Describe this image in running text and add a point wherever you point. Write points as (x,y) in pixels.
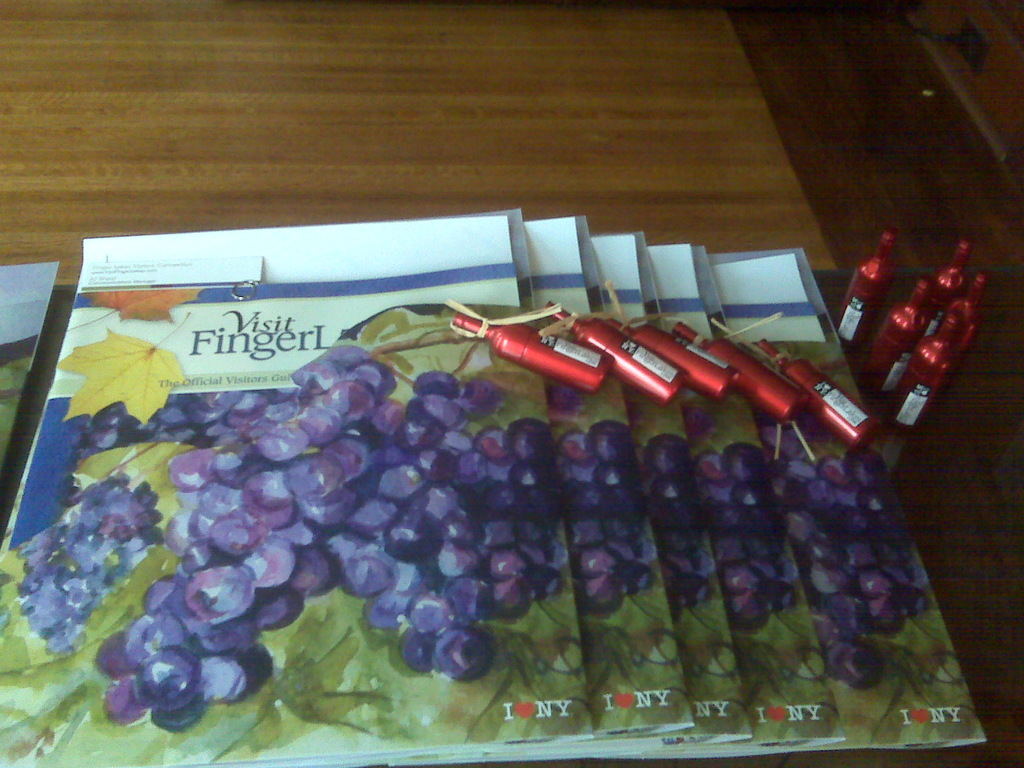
In this image, I think these are the books (648,549) and the tiny bottles (792,394), which are placed on the table (611,187). These bottles (644,357) are red in color.
